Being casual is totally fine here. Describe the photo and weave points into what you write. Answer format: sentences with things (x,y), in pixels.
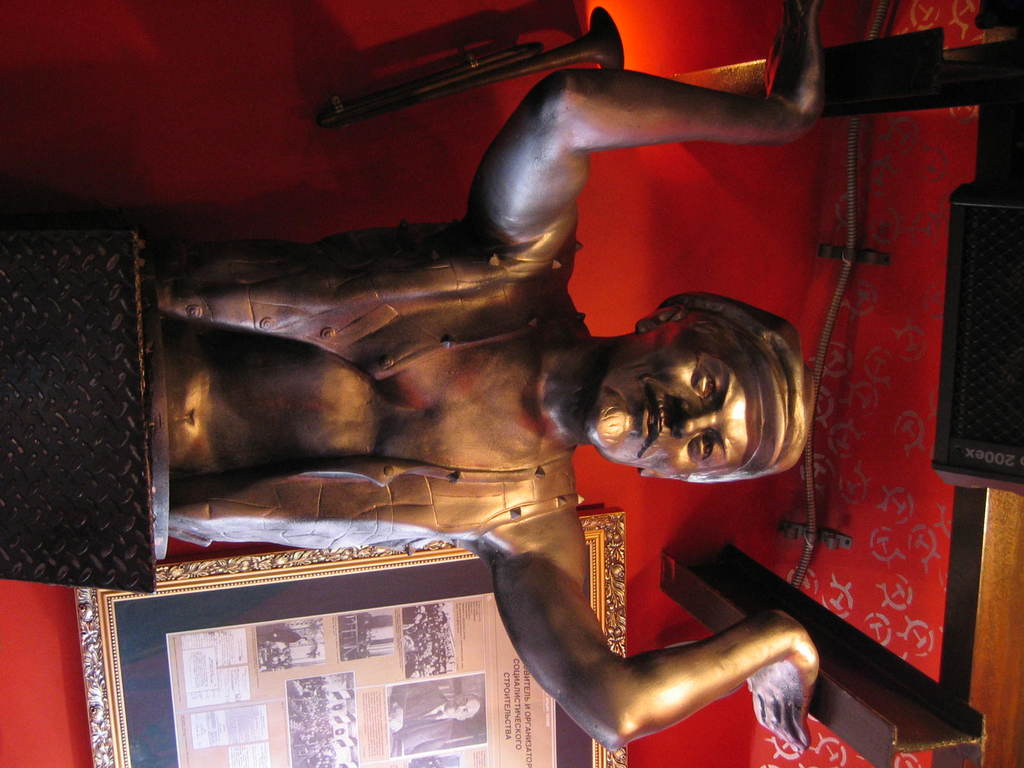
This image is taken indoors. In the background (652,241) there is a wall (615,234) with a picture frame (277,653) on it. On the right side of the image (895,264) there is a roof (872,365) and there are two iron bars (882,82). In the middle of the image (617,360) there is a statue (394,296) of a man (527,307).
